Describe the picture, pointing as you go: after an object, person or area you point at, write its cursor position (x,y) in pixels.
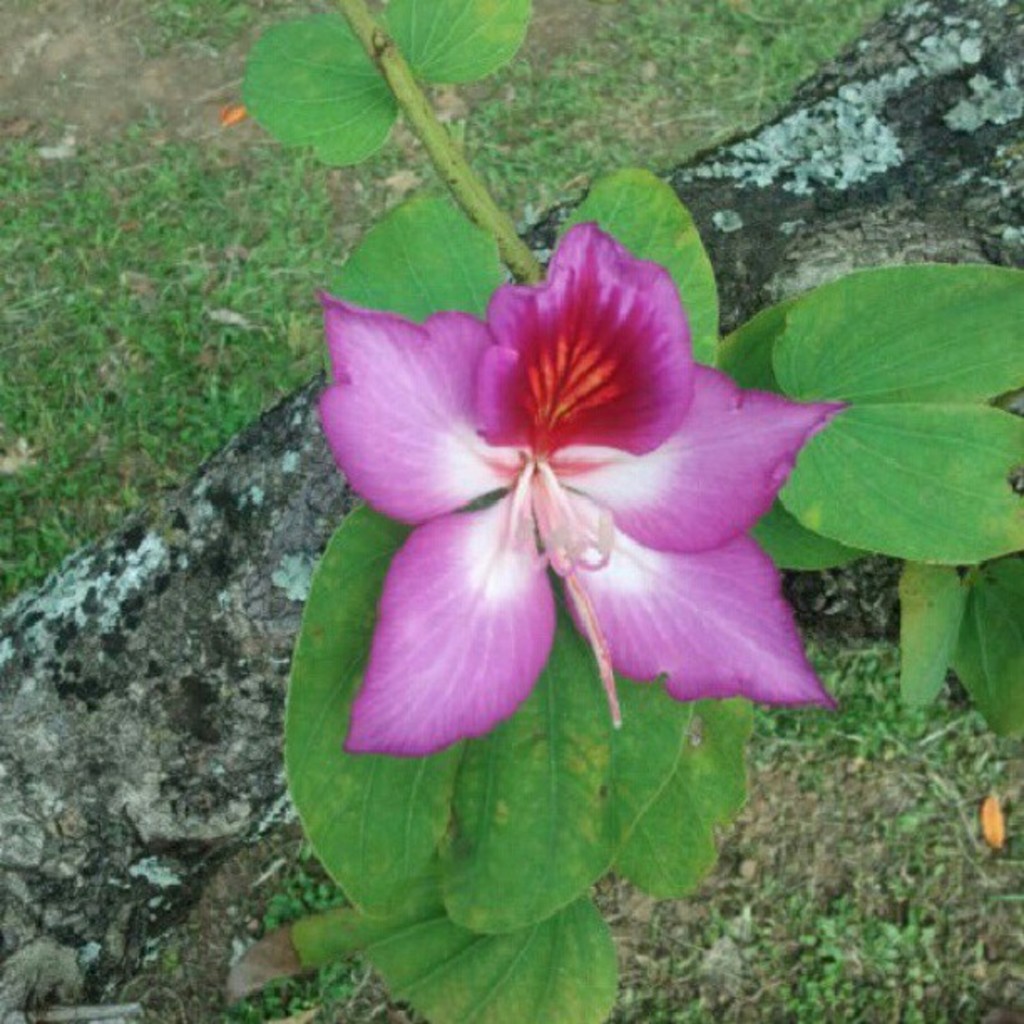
In this picture, there is a flower (765,568) to a plant (661,728). The flower (713,493) is in purple in color. Below it, there is a log (109,605) and grass (82,237).
